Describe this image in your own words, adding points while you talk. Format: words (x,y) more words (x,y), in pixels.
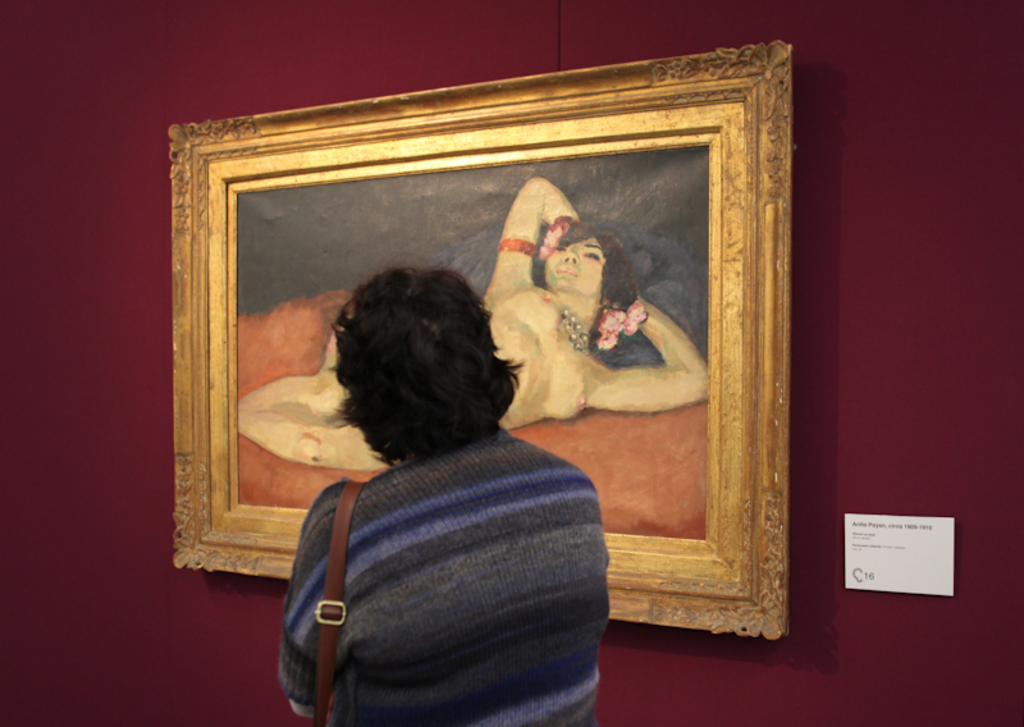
In this image, we can see a person (293,689) wearing a sling bag (343,539). In the background (678,496), we can see a board (914,549) and painting (659,398) with frame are on the wall (626,648).
